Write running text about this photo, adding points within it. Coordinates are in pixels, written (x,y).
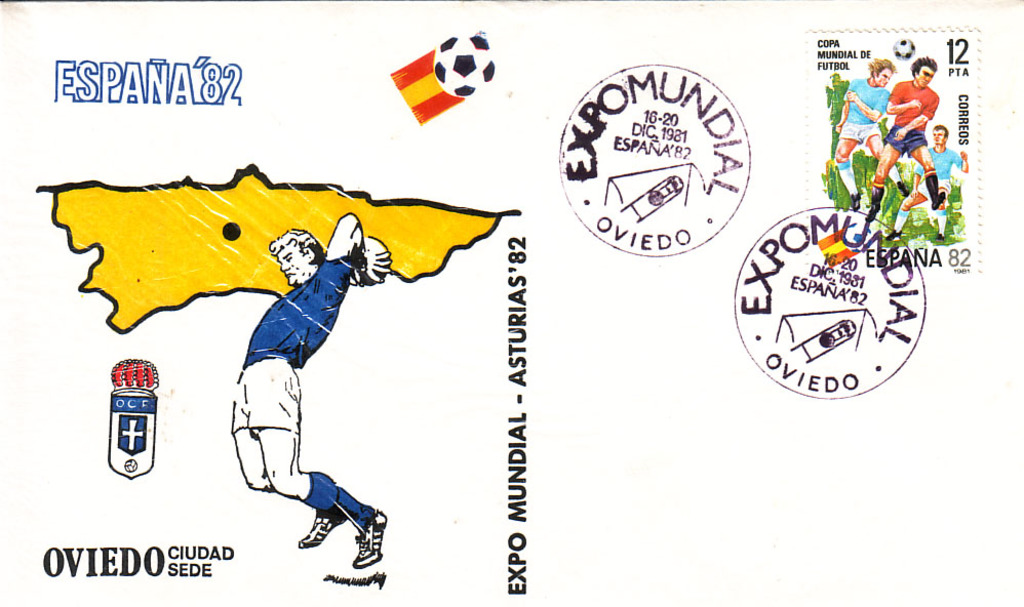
In this picture we can see a poster (535,304), there is a cartoon image (310,335) of a person (325,337) on the left side (281,335), we can see stamps (770,265), a logo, picture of persons (918,170) and text (220,77) on this poster (345,174).
